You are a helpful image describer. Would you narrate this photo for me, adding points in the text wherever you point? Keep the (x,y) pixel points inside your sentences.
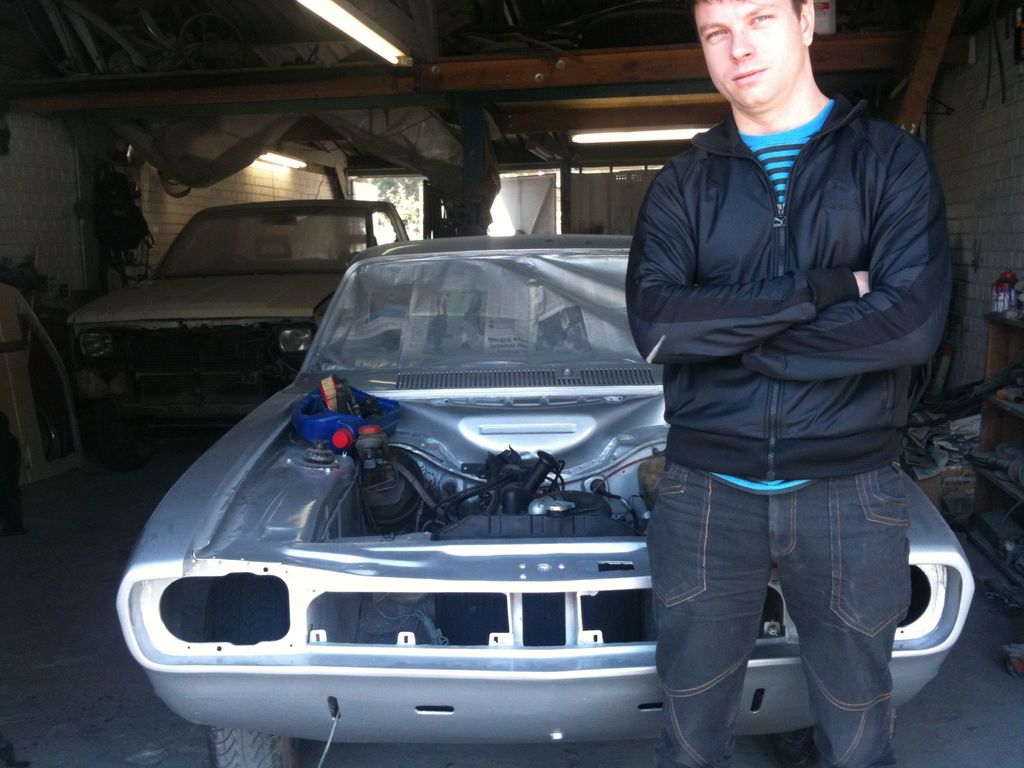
In this image we can see two cars (511,546) and a person (719,261) standing in front of a car (417,370), there are lights (328,17) to the ceiling (556,62) and there is a rack (1009,334) with few objects (999,306) beside the person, there is a door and a tree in the background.
